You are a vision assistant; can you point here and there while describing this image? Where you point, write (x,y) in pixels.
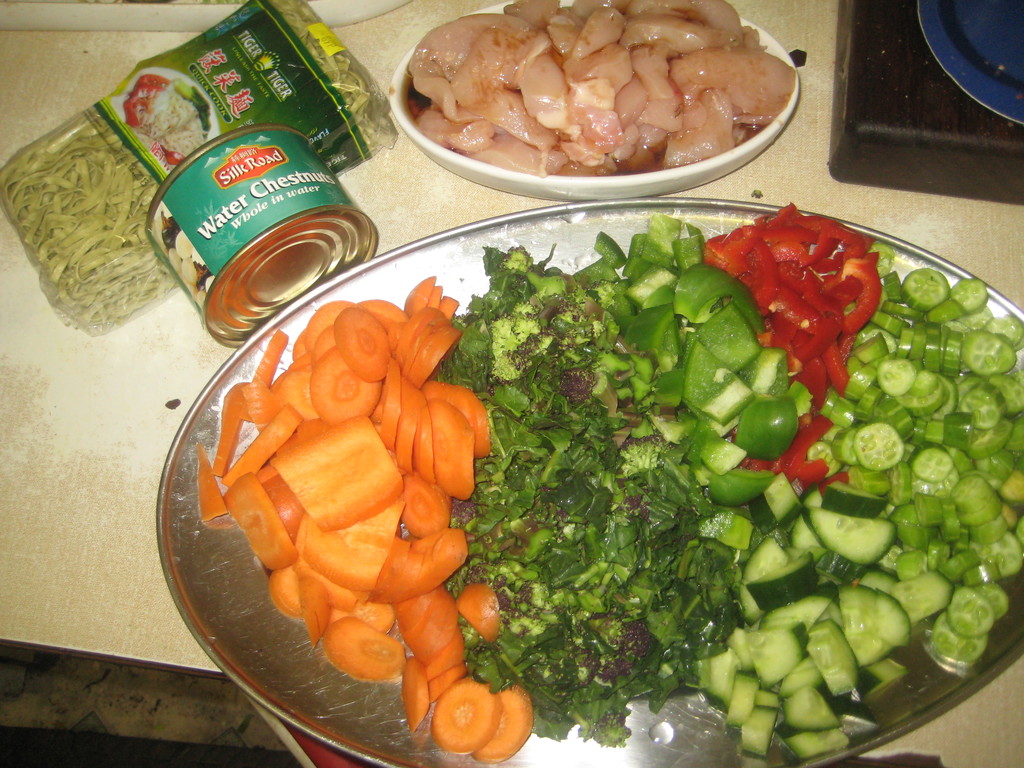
In this image there is a plate (377,724), bowl (448,154), packet (343,158) and a can (277,259) are on the table (134,474). On plate (180,490) there are few slices of carrots (329,550), broccoli (564,518), capsicum (715,525), red capsicum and few vegetable slices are there on it. Bowl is having some meat (620,102) in it. Right top there is an object (933,66) having a plate (973,60) on it.
